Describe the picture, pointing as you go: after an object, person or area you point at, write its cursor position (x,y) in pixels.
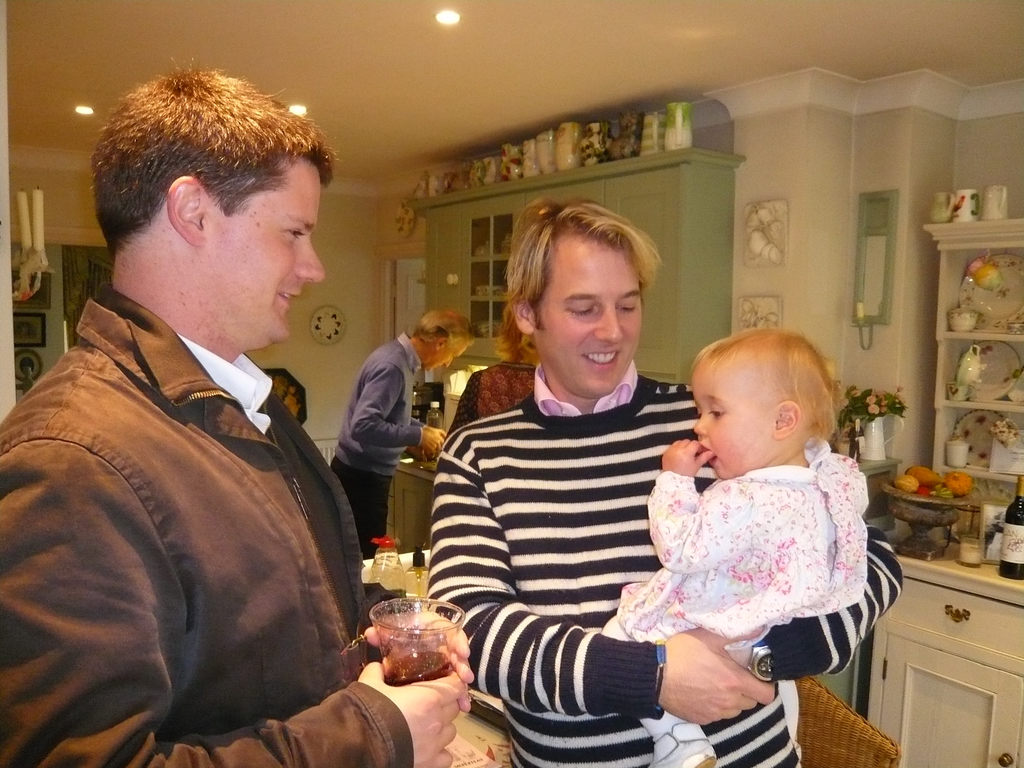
This image is taken from inside. In this image we can see there are a few people (303,537) standing, one of them is holding a child (649,575) and the other one holding a glass (420,649) with a drink (424,661) in it, behind them there is a table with some objects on it. On the right side of the image (966,277) there are some kitchen utensils (956,447) are arranged in the rack (956,359) and there are few objects (927,502) on the platform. In the background (19,286) there are a few frames (31,321) hanging on the wall (301,344) and there is a candle stand (30,269) attached to the wall (7,362). At the top of the image (362,78) there is a ceiling (398,50).
